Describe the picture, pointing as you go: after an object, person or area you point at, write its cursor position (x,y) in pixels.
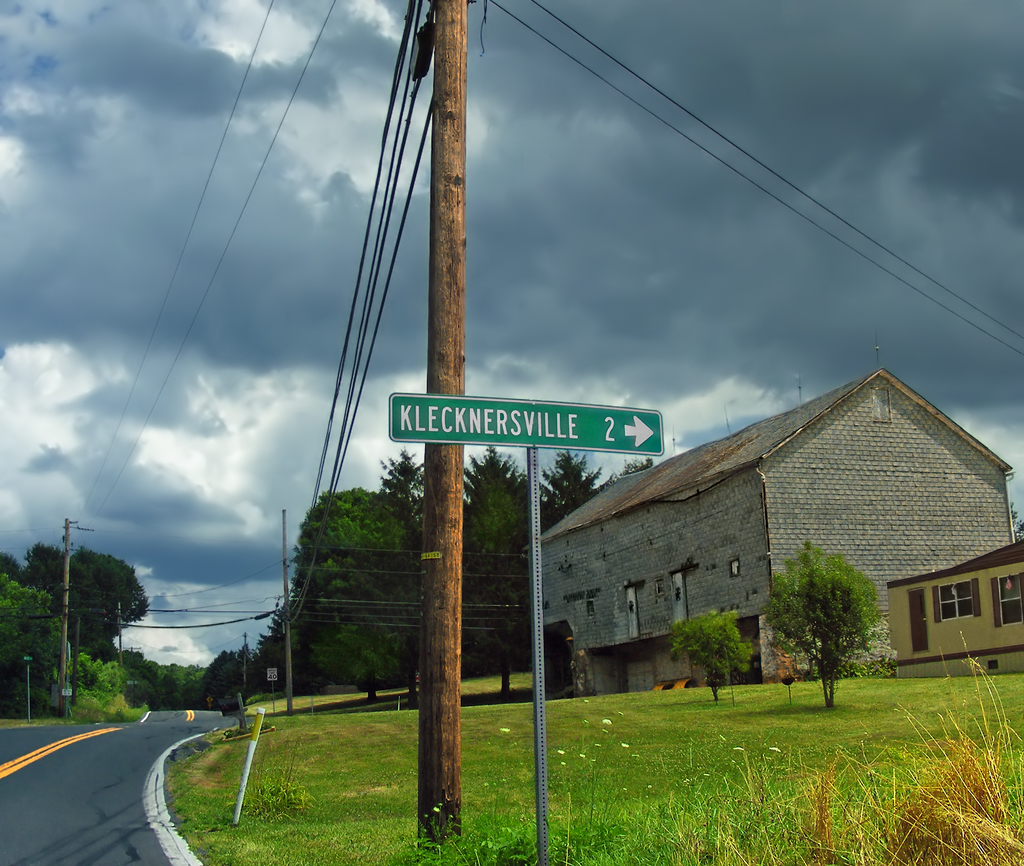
In this picture we can see poles (248,774), boards (505,423), grass (489,731), trees (587,483), wires (347,382), road (201,713) and houses (709,609). In the background of the image (659,31) we can see the sky (530,328).
